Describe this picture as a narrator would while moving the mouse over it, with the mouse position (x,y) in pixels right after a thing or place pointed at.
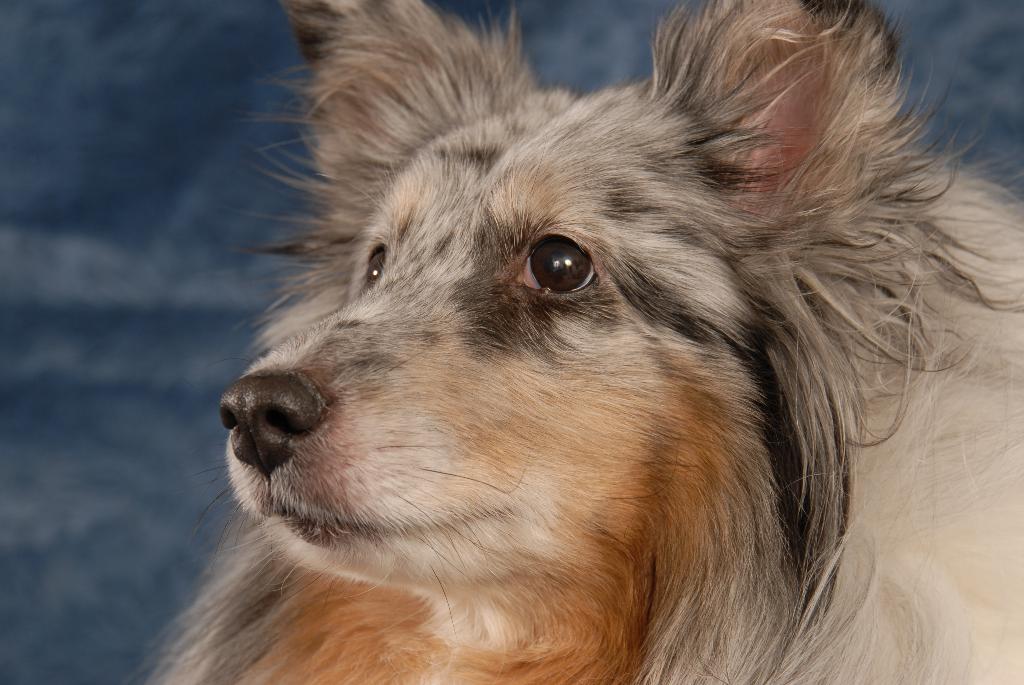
There is an animal (483,239) in black, brown and white color combination. In the background (109,487), there is a blue backdrop (56,141).
